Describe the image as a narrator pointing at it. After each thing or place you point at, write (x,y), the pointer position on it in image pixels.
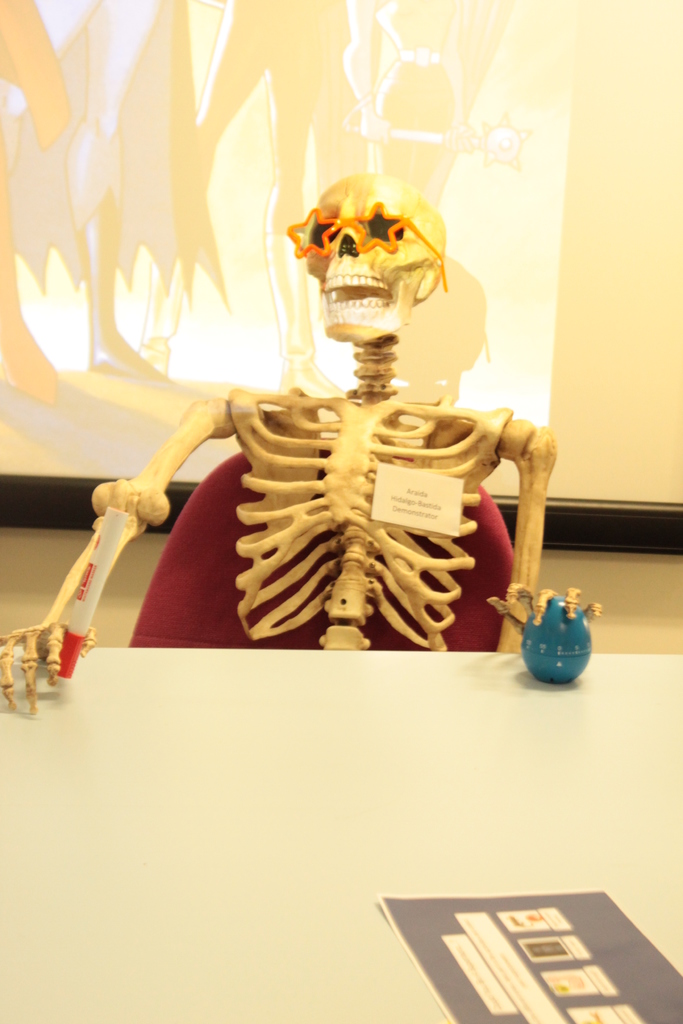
In the center of the image (327,442), we can see a skeleton (320,523) on the chair (305,551), wearing glasses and holding objects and there is a paper (410,501) on it and in the background (170,166), there is a wall (523,287). At the bottom (295,896), there is a paper (512,958) on the table (232,948).
